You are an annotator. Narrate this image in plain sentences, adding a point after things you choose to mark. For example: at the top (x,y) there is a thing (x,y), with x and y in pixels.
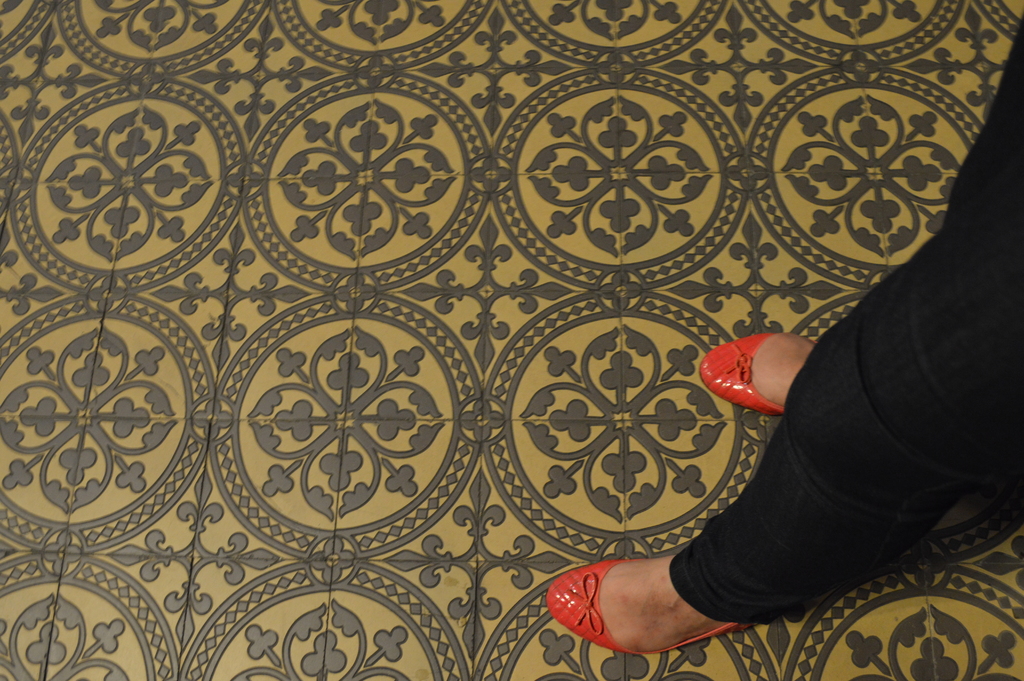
In this image we can see a person (856,479) wearing black pant (731,545) and red shoes (568,620) is standing on the floor (277,66) with different design (155,336).
